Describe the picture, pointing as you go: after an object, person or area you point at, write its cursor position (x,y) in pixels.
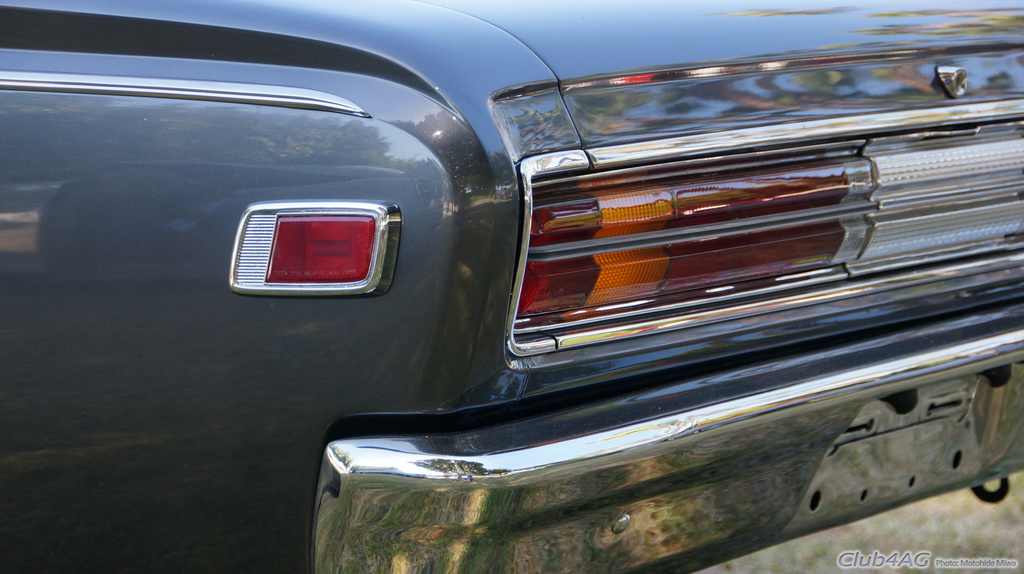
This image is taken outdoors. In this image there is a car (462,425). The car (515,428) is gray in color.
